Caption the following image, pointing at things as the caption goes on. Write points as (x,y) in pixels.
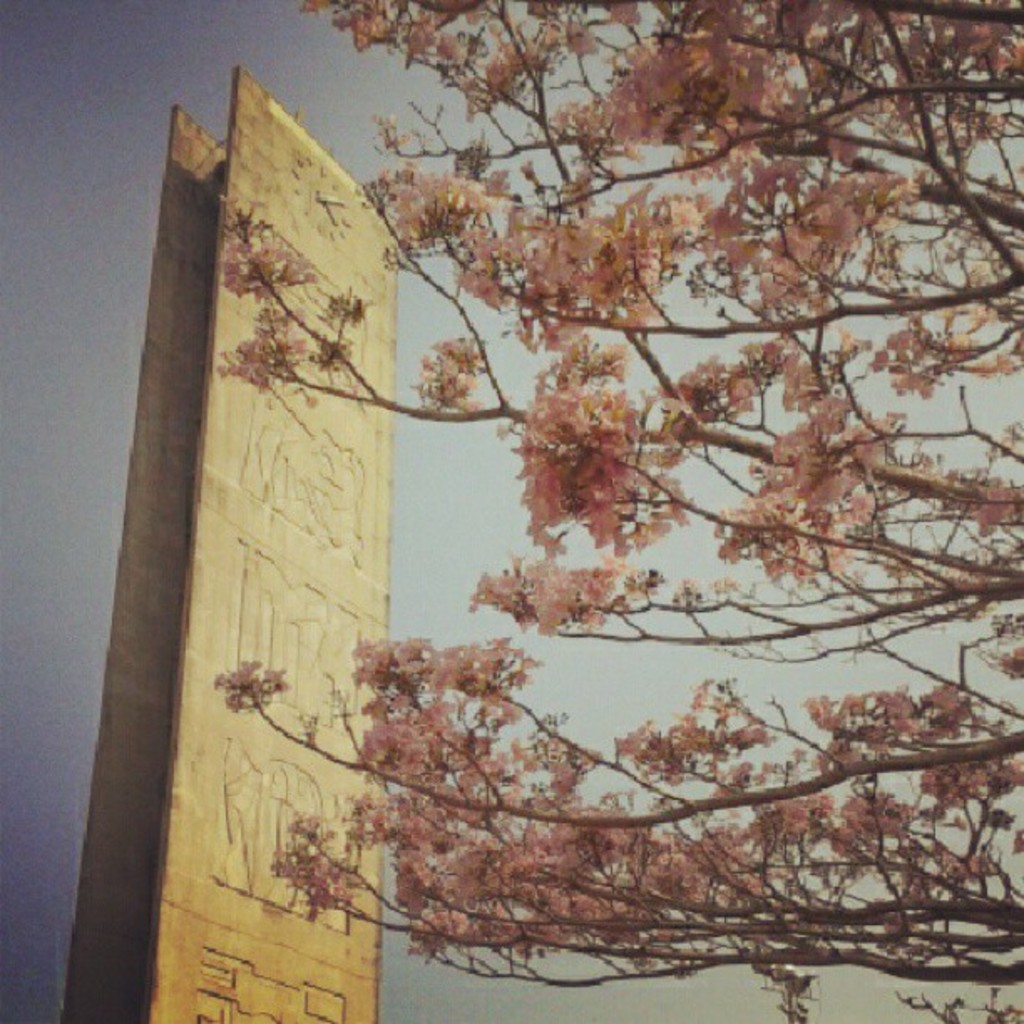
In this image there is a tower (321,500) having some structures (262,790) carved on it. Top of the tower (237,927) there is a clock (317,206) on it. Right side (811,958) there are few branches (793,956) having few flowers (831,415) to it.
